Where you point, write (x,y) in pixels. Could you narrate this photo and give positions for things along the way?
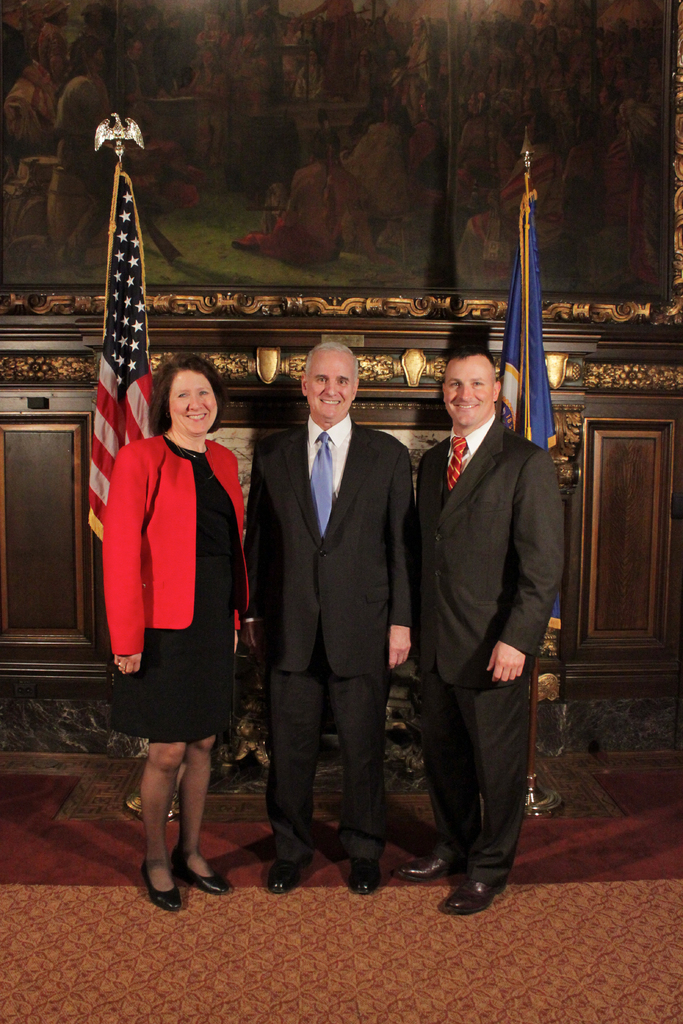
This picture is taken inside the room (419,709). In this image, in the middle (295,535), we can three people (434,722) are standing on the mat (434,884). In the background (333,306), we can see two flags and a photo frame (395,299) which is attached to a wall (583,378) and a shelf doors (642,619) which are closed.
